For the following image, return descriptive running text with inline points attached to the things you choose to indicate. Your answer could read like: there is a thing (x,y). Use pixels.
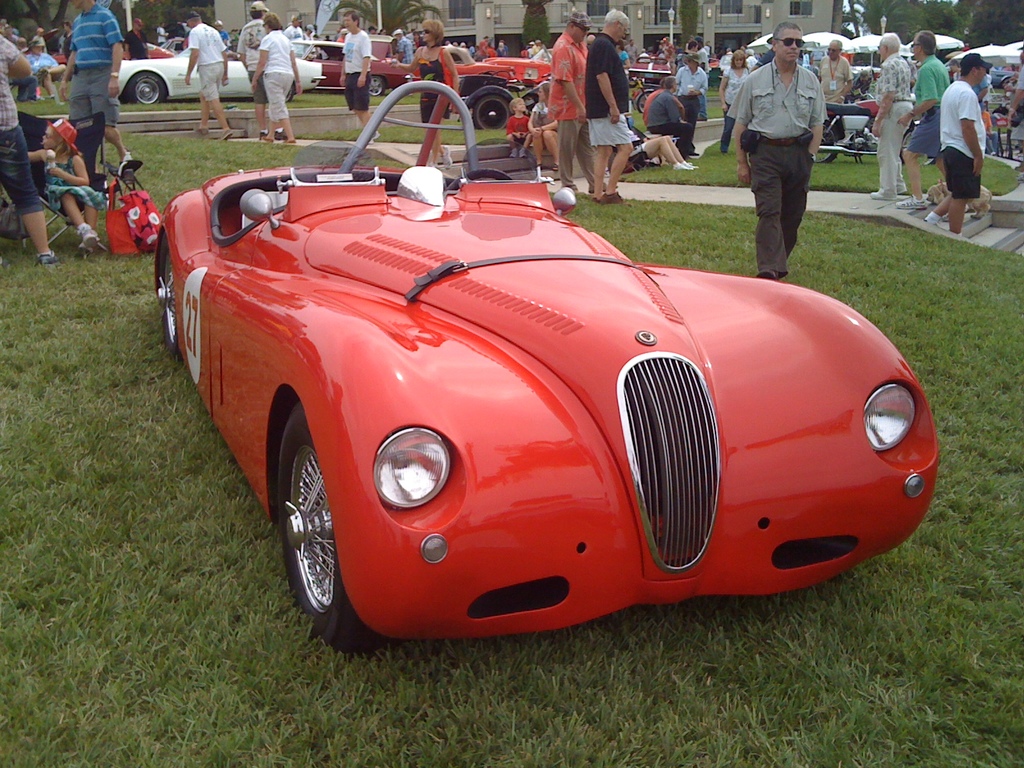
In this image, we can see people (951,91) wearing clothes (897,77). There is a car (602,455) in the middle of the image (654,506). There are some other cars (174,92) in front of the building (652,8). There are steps (970,238) in the top right of the image (979,242).
